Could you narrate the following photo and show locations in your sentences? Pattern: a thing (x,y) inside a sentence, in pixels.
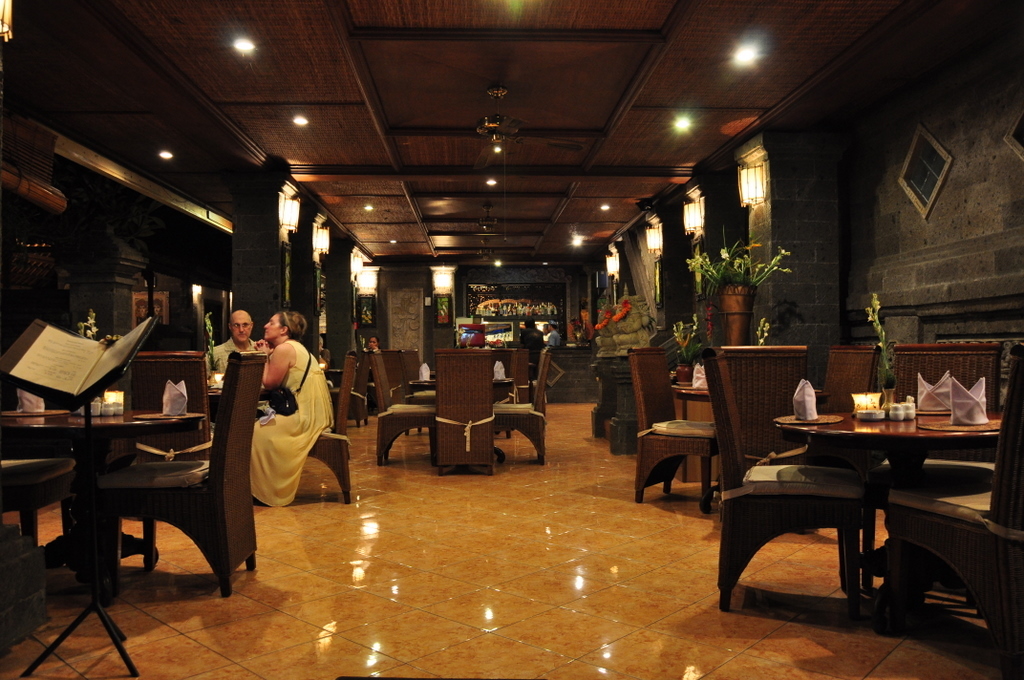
In this picture we can see a man (217,342) and a woman (267,461) sitting on chairs (228,414), tables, pillars (264,277), lights (575,246) and in the background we can see some people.
